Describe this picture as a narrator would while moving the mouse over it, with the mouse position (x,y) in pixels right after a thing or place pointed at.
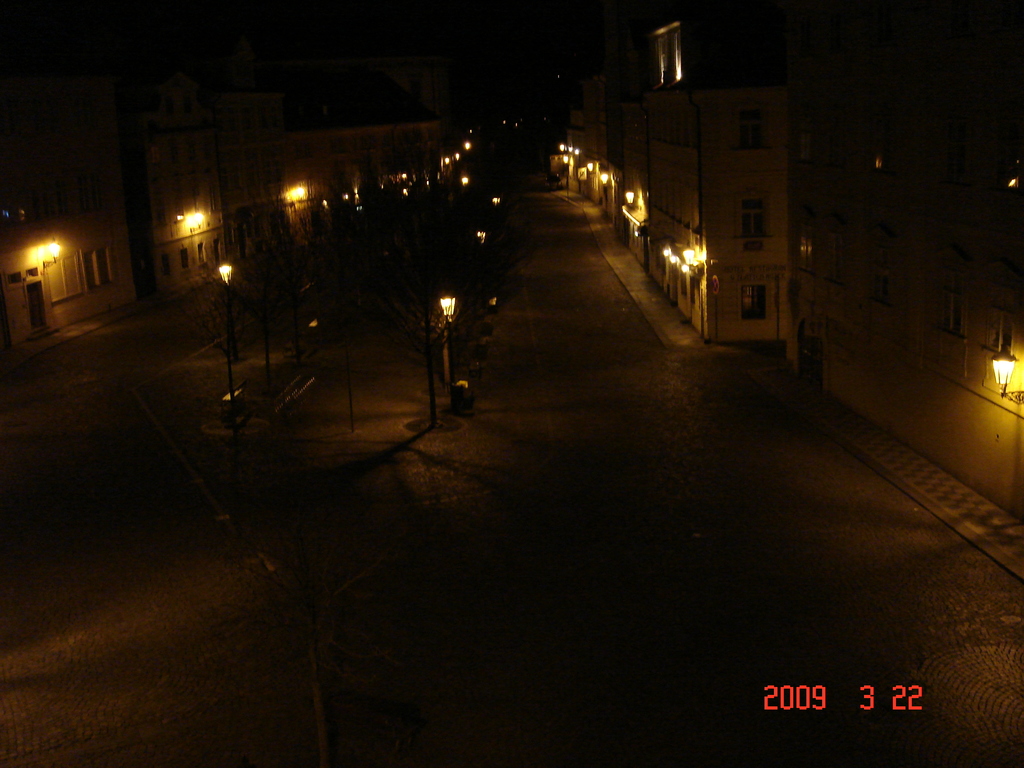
In this picture we can see few buildings (647,219), lights (607,179), poles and dark background (115,33), in the bottom right hand corner (790,701) we can see some text (824,702).
